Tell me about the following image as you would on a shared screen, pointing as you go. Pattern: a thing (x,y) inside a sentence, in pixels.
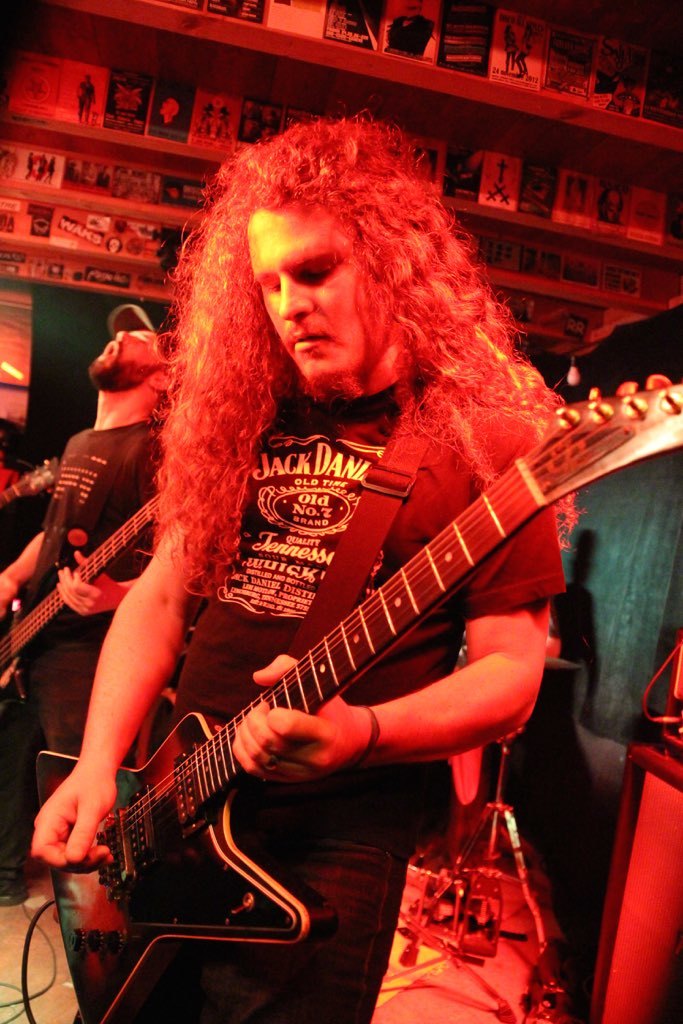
In this picture we can see men (284,603) standing and playing guitar (205,827). On the background (233,3) we can see posters (35,211).
